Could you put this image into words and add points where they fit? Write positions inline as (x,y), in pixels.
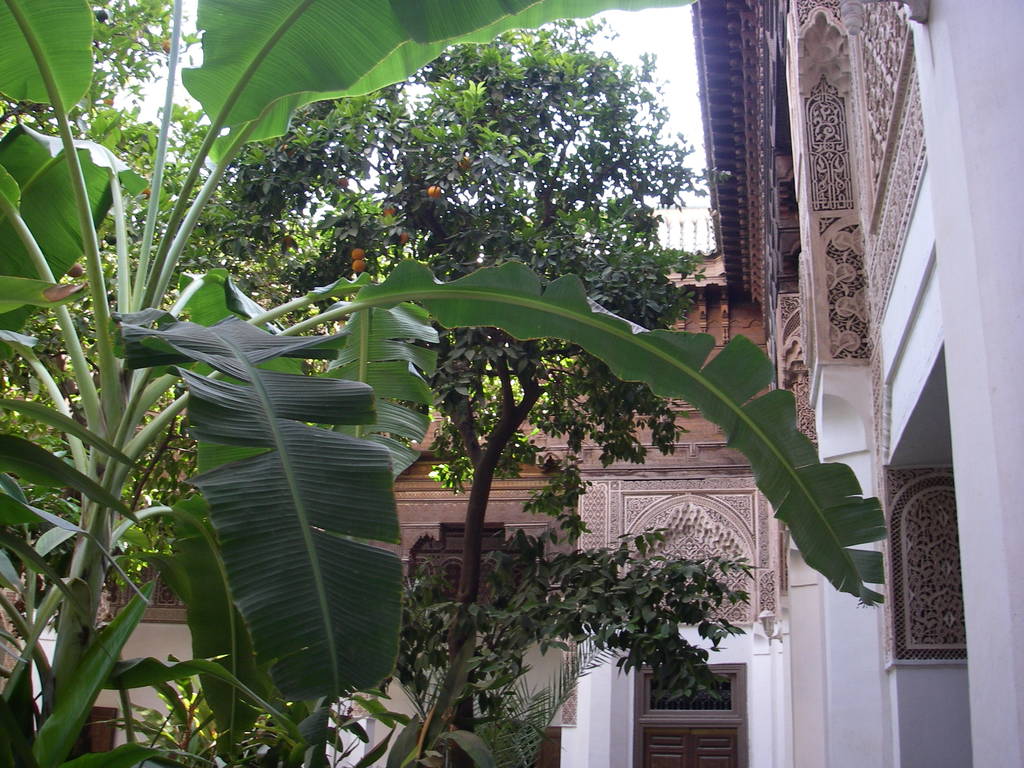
On the left side (116,394) it is a banana plant (318,447), in the middle (444,409) it is an orange plant (533,243), there are oranges (460,163) in it. On the right side (997,231) it's a monument (802,559).
